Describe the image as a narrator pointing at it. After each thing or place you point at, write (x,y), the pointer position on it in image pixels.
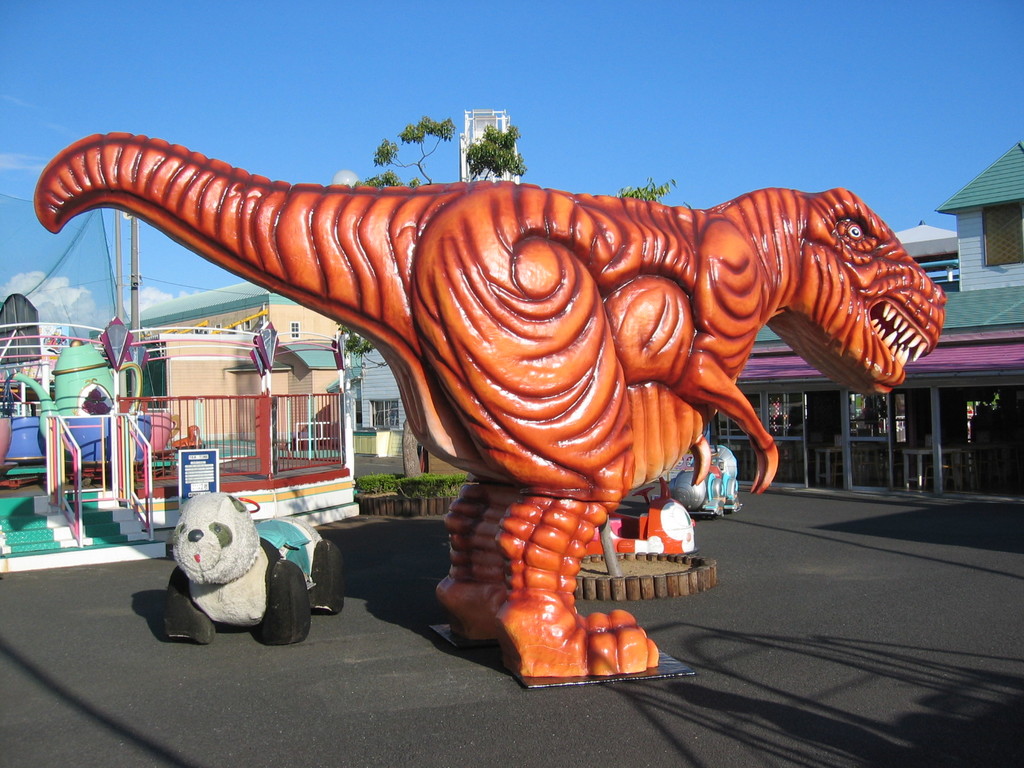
This image consists of a dinosaur (438,433) and a bear (305,580). At the bottom (451,728), there is a road (428,720). It looks like an amusement park (636,335). In the background (261,449), there are rides (195,426). On the right (995,314), there is a building (927,260). At the top (302,126), there is sky (565,139). And we can see a tree (387,182). At the bottom (425,562), there are shadows (420,541).
